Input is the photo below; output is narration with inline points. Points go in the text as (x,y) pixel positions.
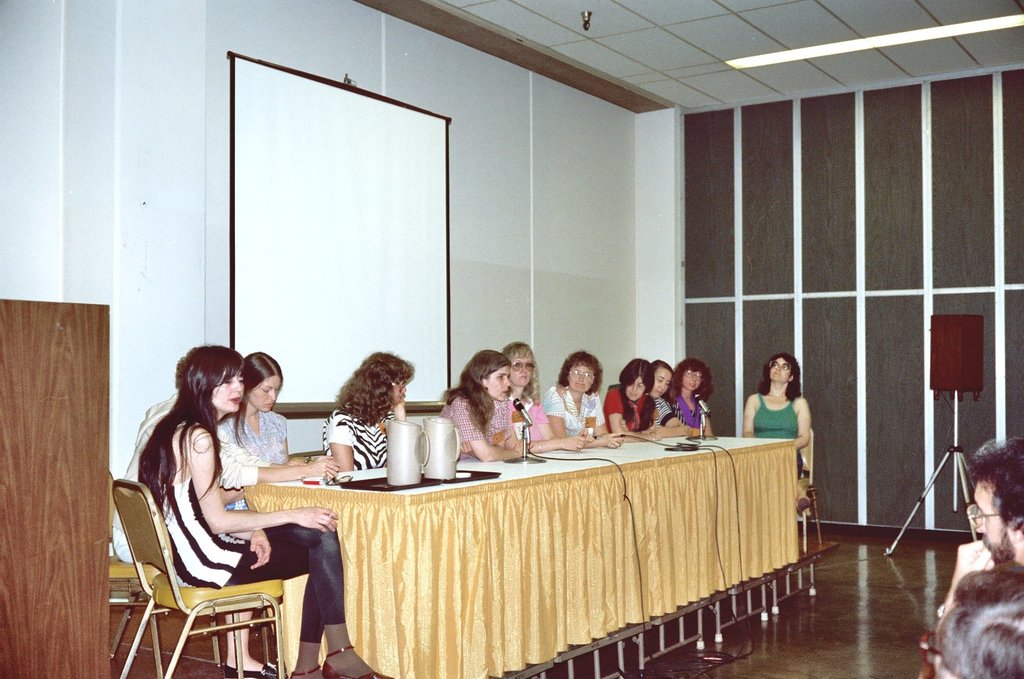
In this image I can see few women (266,479) are sitting on chairs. Here on this table (539,481) I can see few jugs (437,457) and few mics (703,407). I can also see a projector's screen (247,331) and a speaker (932,353).
